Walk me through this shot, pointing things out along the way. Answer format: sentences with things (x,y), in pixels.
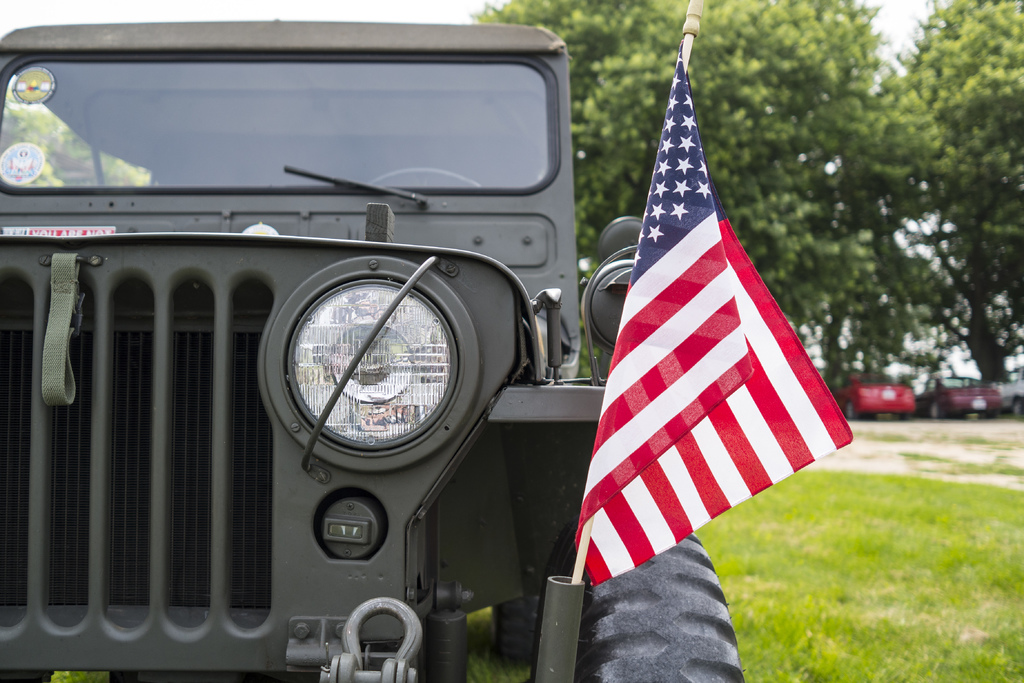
In this image, we can see a vehicle (392,328) with flag (613,436) on the grass (509,661). Here we can see two stickers (48,90) on the glass (202,137). Background (1017,216) there is a blur view. Here we can see trees (939,354) and vehicles (883,392).
